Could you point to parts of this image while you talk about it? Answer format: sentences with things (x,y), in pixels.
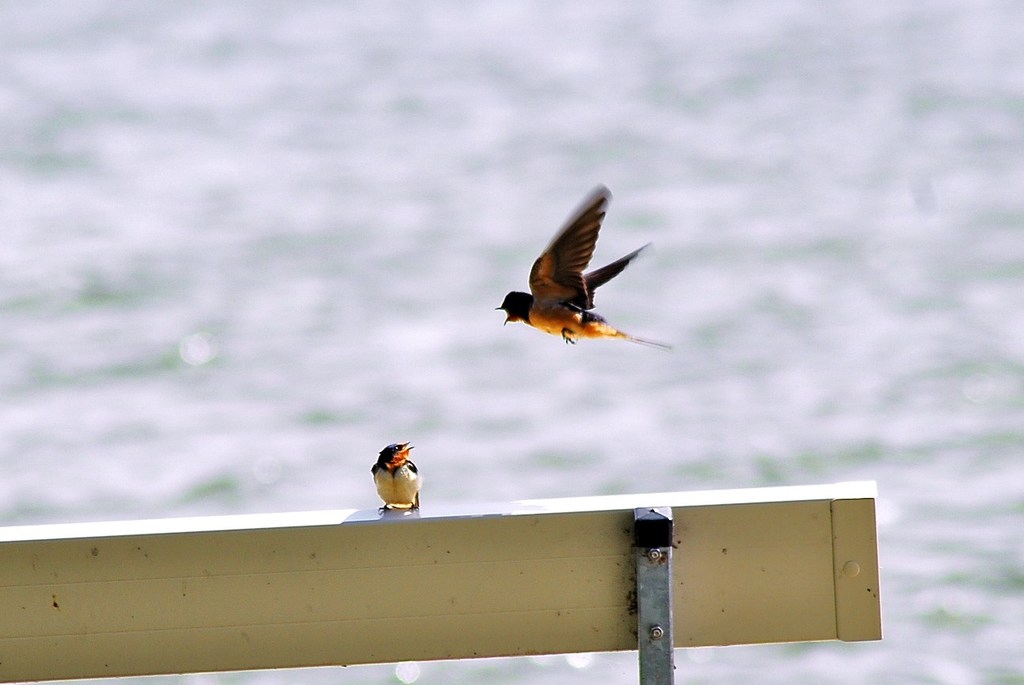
In this picture we can see a bird (394,488) on the bench (473,525), and we can find another bird (548,313) in the air, in the background (894,318) we can see water (909,340).
